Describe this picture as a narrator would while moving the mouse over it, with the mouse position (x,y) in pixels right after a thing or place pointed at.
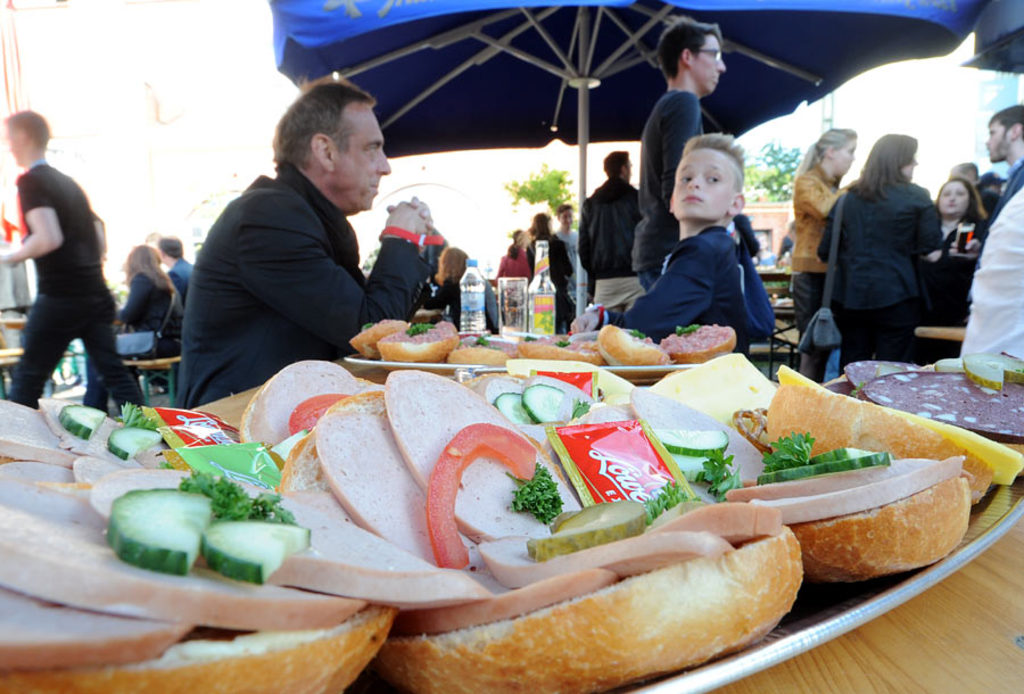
In this image we can see a few people (597,212), some of them are sitting on the chairs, one person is holding a glass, there are some food items (635,536) on the table (969,634), there are bottles (479,330), a glass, there is an umbrella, and plants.
